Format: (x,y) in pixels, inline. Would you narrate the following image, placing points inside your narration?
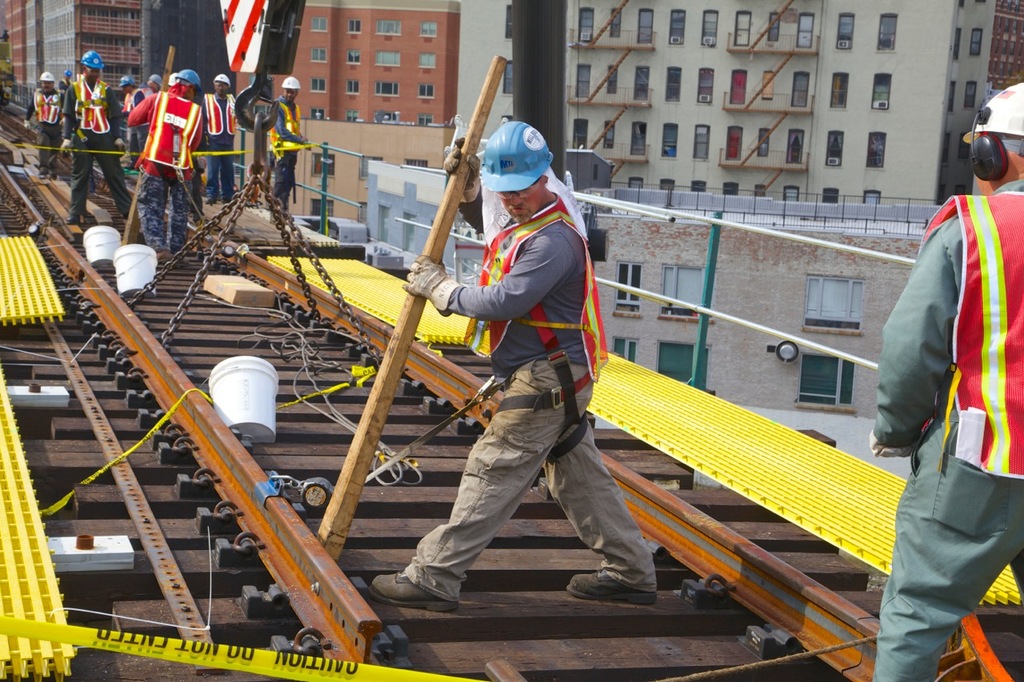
In this image we can see railway track (182,374) with wooden pieces (259,332). There are buckets (221,375). And we can see a hook (242,93) with chains (246,183). And there are many people (192,136). They are wearing helmets (540,149). One person (484,232) is holding a stick (437,222). And he is wearing gloves (440,280). There are yellow color objects (9,274). In the background (417,60) there are buildings (645,95) with windows (694,270). Also we can see a railing (709,276) with rods (697,341).
